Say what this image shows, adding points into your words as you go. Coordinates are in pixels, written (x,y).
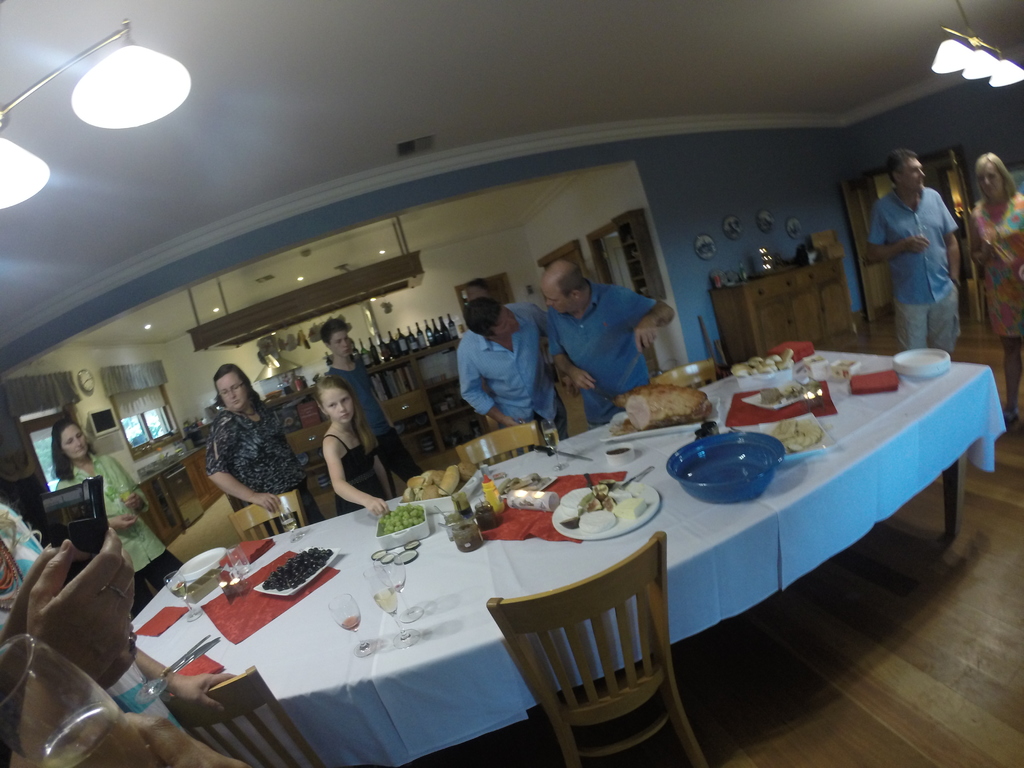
The picture is clicked inside a house (512,286) where many people (592,283) are standing and there is a white center table (350,589) on top of which eatables (297,571) are present.
